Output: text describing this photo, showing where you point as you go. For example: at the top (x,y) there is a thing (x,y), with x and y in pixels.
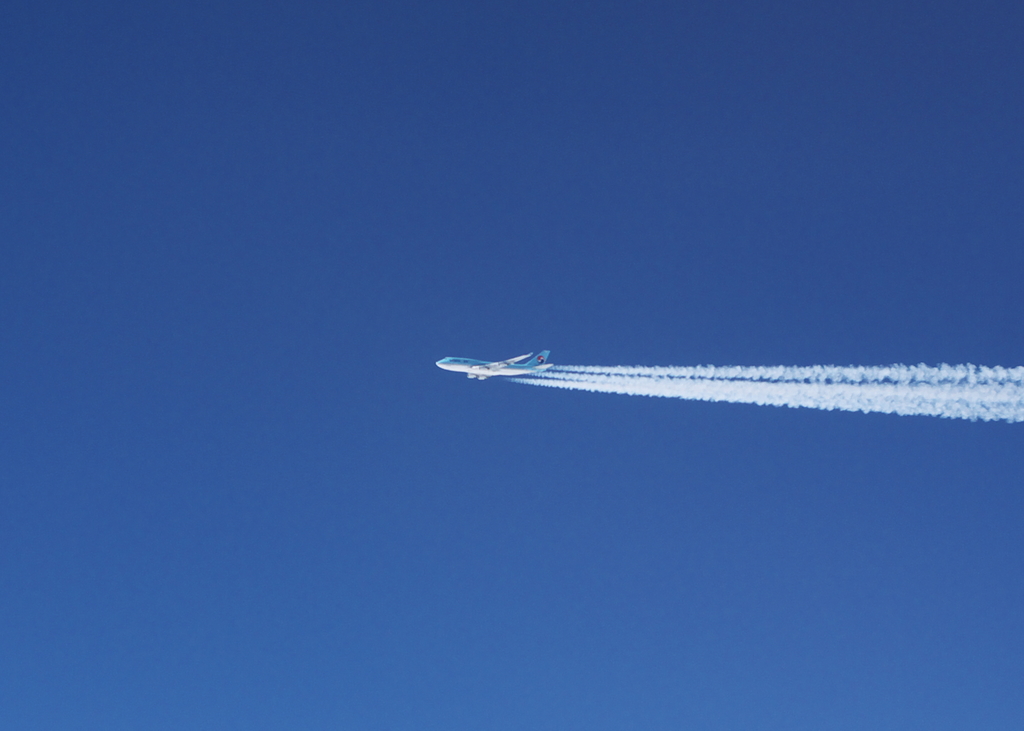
This image is taken outdoors. In the background (414,323) there is a sky (729,260). In the middle of the image (665,378) an airplane (453,370) is flying in the sky (450,385) and there is a smoke (700,385).
